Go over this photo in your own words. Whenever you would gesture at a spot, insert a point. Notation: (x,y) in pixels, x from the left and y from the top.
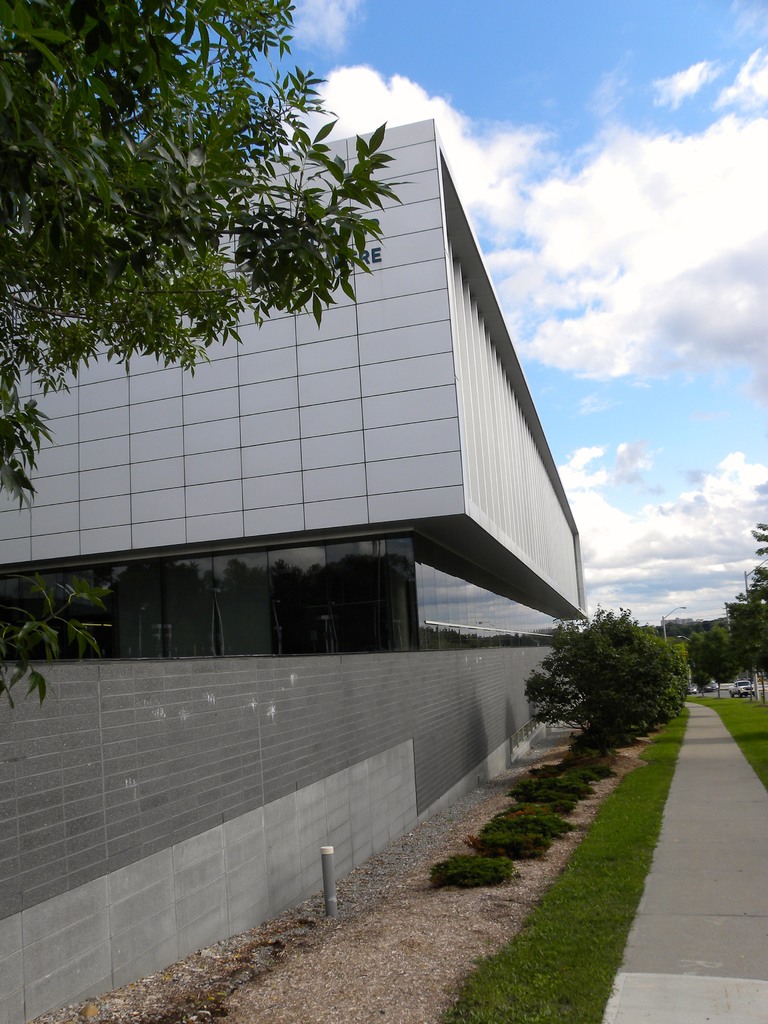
In this image there are few plants (515,857) on the land (512,921) having grass (609,863). Right side (696,795) there is a path (706,808). There are few trees (701,664) on the grassland (733,707). Behind there are few vehicles (733,685). Left side (239,610) there is a building (384,479). Left top there is a tree (181,214). Background (671,254) there is sky (595,235) with some clouds (608,354). Left bottom there is a wall (159,906).
